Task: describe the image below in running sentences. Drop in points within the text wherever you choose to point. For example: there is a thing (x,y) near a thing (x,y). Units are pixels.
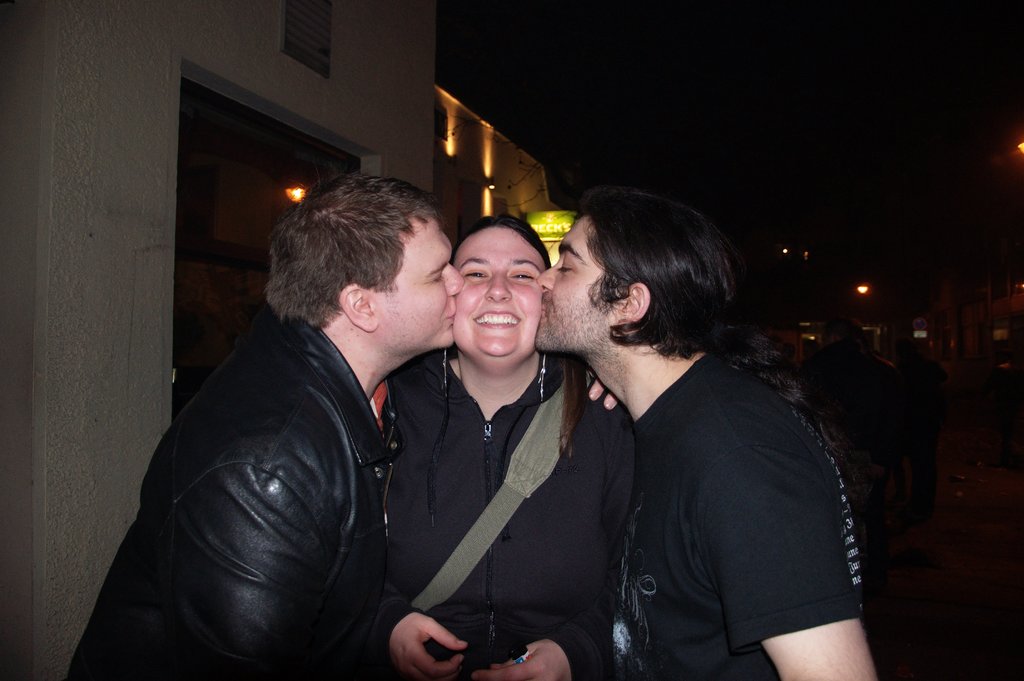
There are two men's (649,309) kissing a women (503,302) who is standing in between them and there are buildings (530,163) in the background (464,173).
